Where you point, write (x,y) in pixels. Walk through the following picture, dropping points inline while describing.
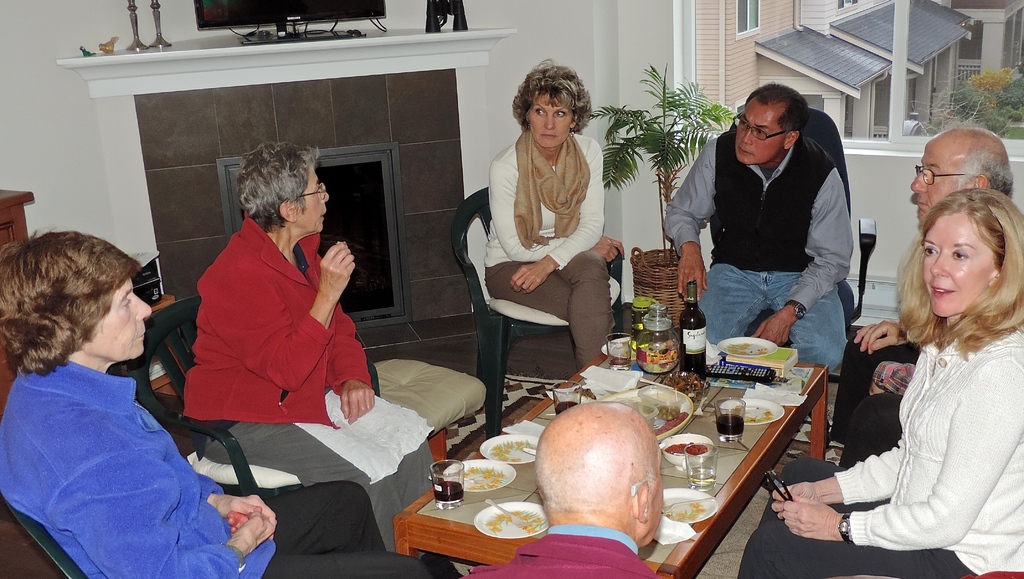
Here we can see a group of people (545,554) sitting on chairs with table (416,541) in front of them having food (676,442) on plates (506,442), bottles of wine (702,328) and glasses (738,415) present and behind them we can see a plant (662,155), we can see a window (1007,120) and other buildings (880,42) present and there is a fire place (434,56) present.
